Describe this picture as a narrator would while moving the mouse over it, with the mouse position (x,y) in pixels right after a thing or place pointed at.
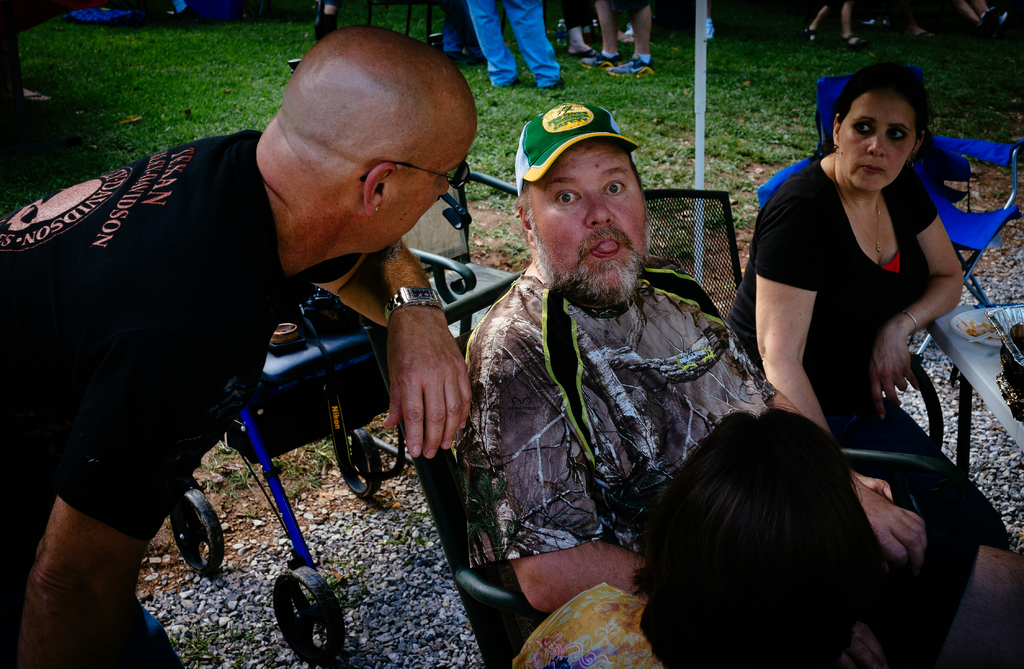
In this image we can see few people (618,384) sitting on chairs (698,278). One person (569,254) is wearing cap (565,108). Person (117,277) on the left side (147,303) is wearing specs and watch (407,293). On the right side (959,354) there is a table (946,337) with plate (971,334) and some other thing (1020,371). Also there are chairs (788,176). And there is a table (278,377) with wheels (306,579). On that there is a camera (302,307) and some other items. At the top (529,16) we can see legs (600,22) of people (574,6). On the ground (146,52) there is grass (159,56).
